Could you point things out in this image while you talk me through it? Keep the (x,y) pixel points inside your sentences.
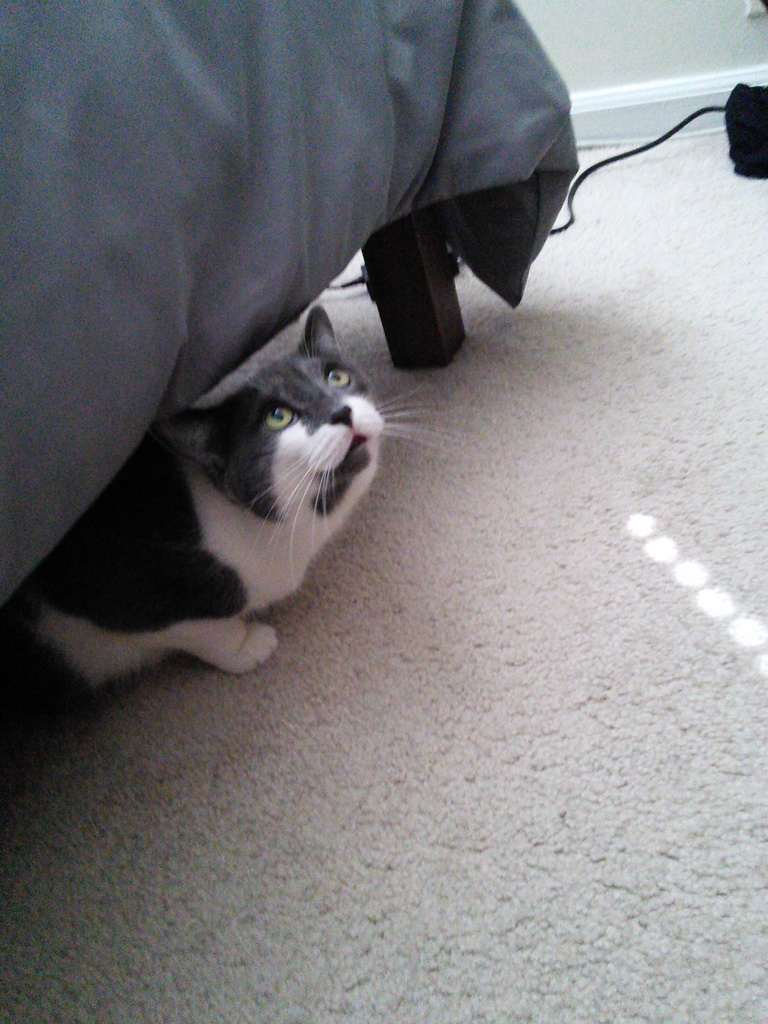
In this picture there is a cat (217,574) under the bed (312,235). At the back (720,10) there is an object (754,151) and there is a wall (619,71). At the bottom (427,921) there is a mat (496,757) and the bed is covered with grey color cloth (283,75).
